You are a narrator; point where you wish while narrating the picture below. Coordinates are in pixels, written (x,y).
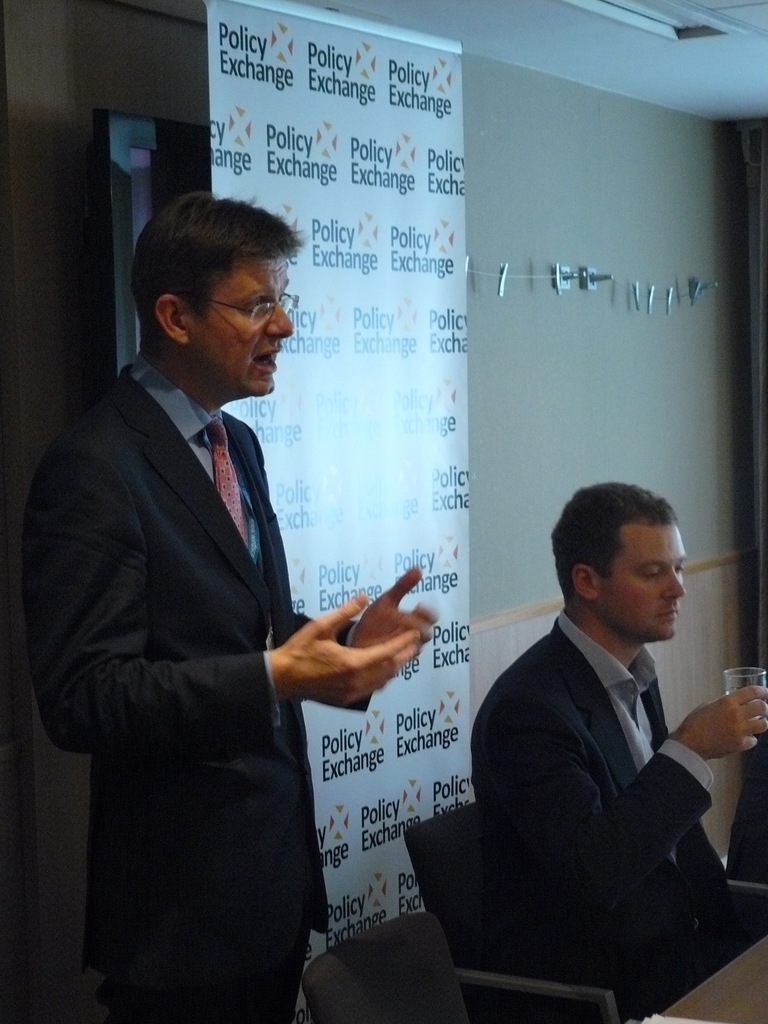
In this image, at the left side (120,862) there is a man (111,614) standing, at the right side (741,718) there is a man (563,767) sitting on the chair (568,996) and he is holding a glass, at the background (435,346) there is a poster (417,273), on that poster (410,239) there is policy exchange is written, there is a wall (634,189).
